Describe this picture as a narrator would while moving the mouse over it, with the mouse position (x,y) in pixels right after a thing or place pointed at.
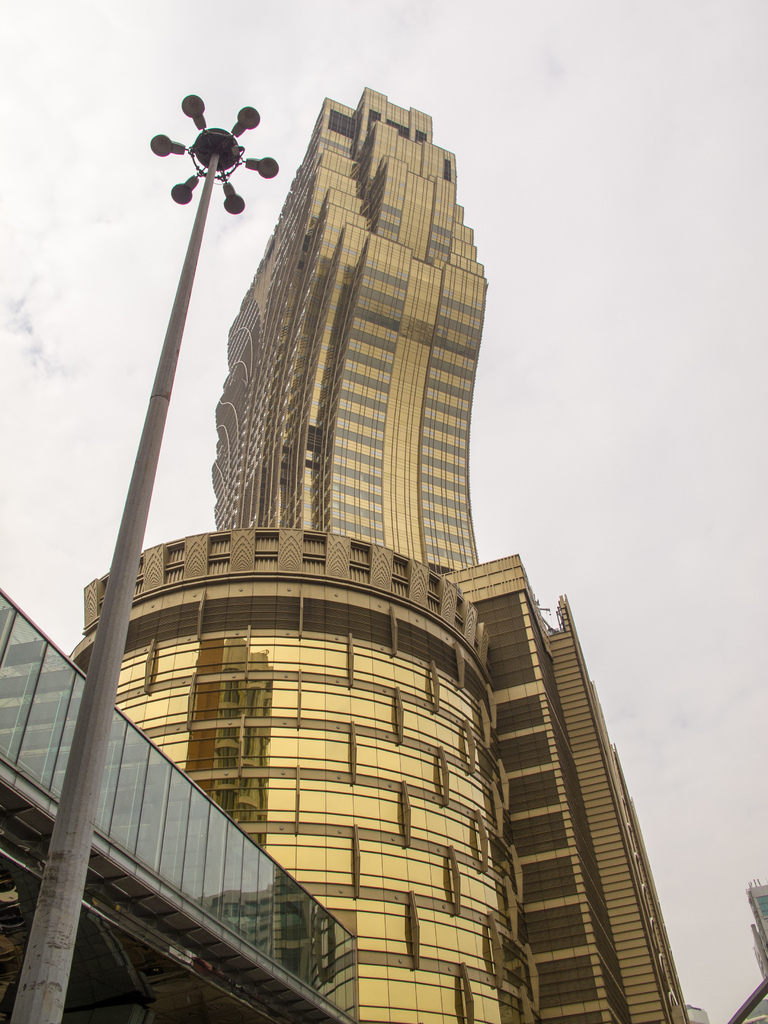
In the center of the image (265,375) there is a building (366,863). There is a street light (26,1017). At the top of the image (401,93) there is sky (20,65).
